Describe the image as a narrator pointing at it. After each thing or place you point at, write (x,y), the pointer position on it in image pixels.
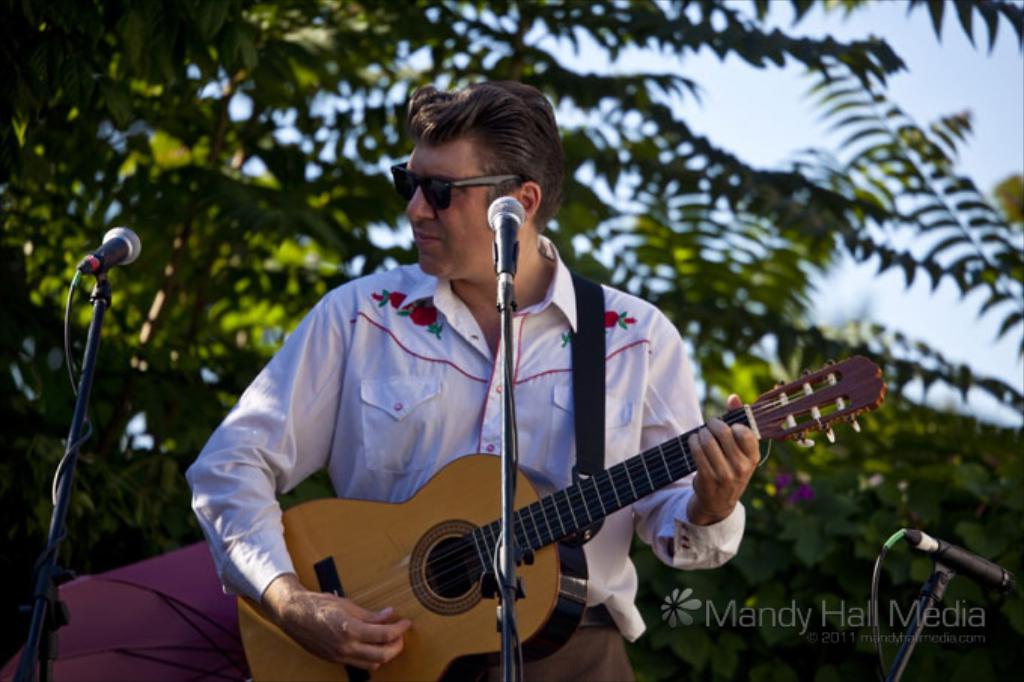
There is a man (431,94) standing and in front of microphone (505,680) and playing guitar (858,397). Behind him there are lot of trees (178,305).
